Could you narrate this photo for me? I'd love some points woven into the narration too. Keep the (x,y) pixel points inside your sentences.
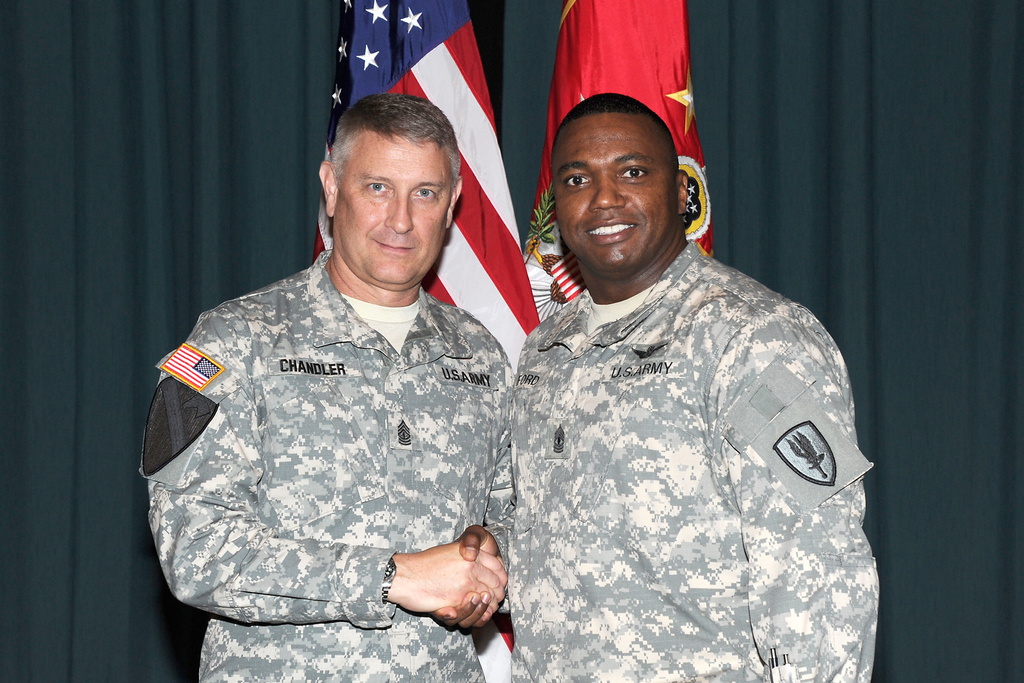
In this image we can see two people (408,404) standing and shaking their hands (460,574). There are wearing uniforms (634,456). In the background (650,63) there are flags (432,58) and curtains (545,122).
